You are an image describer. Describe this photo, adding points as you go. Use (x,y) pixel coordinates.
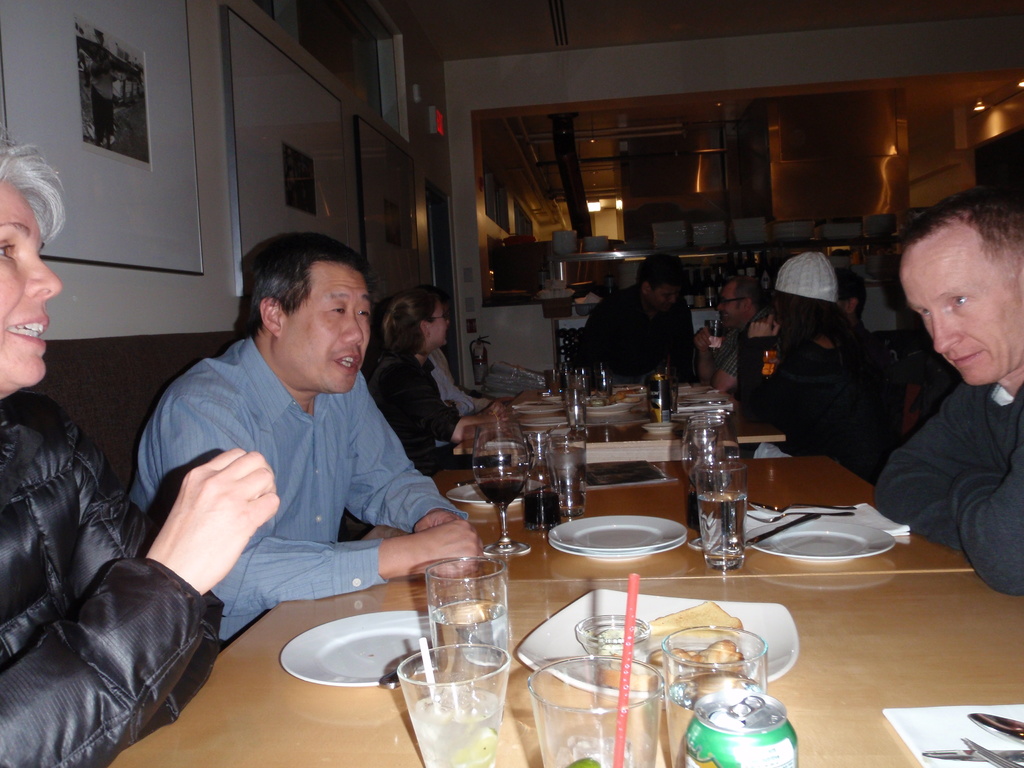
Here we can see that a person (284,343) is sitting on the chair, and in front (542,474) there is the dining table (774,570) and plates (636,527) and glasses (722,510) and some objects (778,517) on it, and at back (226,211) here is the wall (211,207), and here there are group of people (770,387) sitting.
